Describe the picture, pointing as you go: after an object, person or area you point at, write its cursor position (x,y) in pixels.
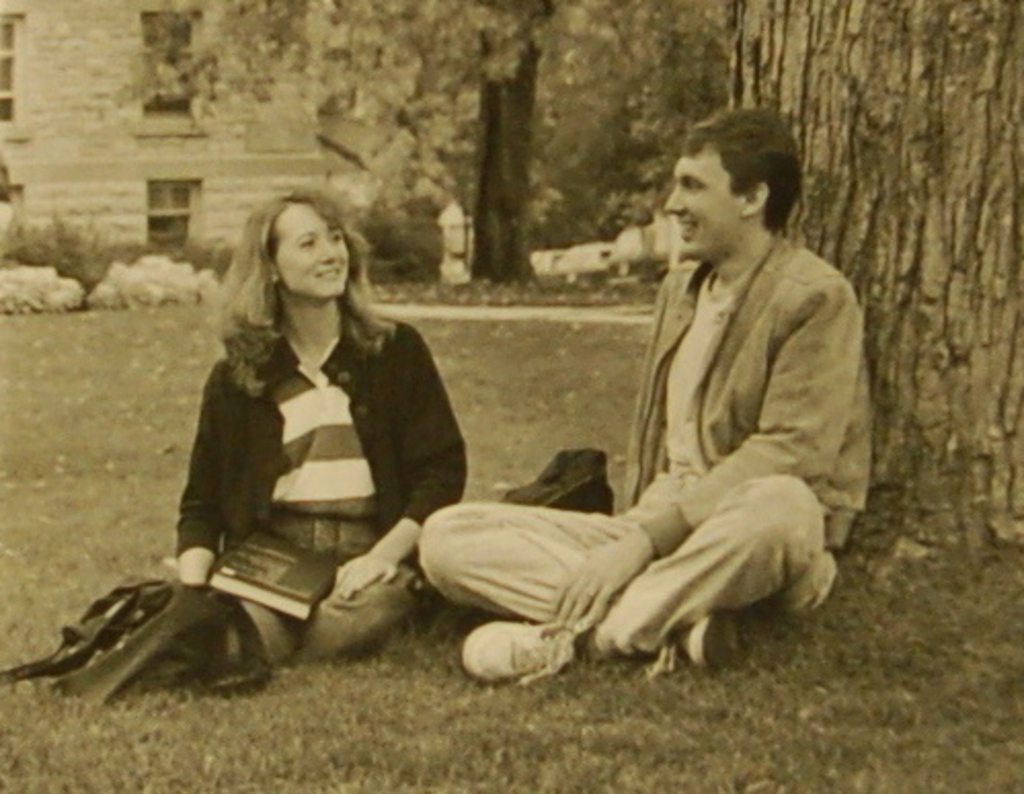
This image is a black and white image. At the bottom of the image (332,746) there is a ground (562,792) with grass (795,730) on it. In the background (77,181) there is a building (209,138) with walls (158,130) and windows (164,226) and there are a few trees (449,180) and plants (433,200). In the middle of the image (344,311) a man (760,351) and a woman (224,429) are sitting on the ground (492,411) and a woman (323,401) is holding a book (250,551) in her hand (200,574). On the right side of the image (866,187) there is a tree (890,523).
